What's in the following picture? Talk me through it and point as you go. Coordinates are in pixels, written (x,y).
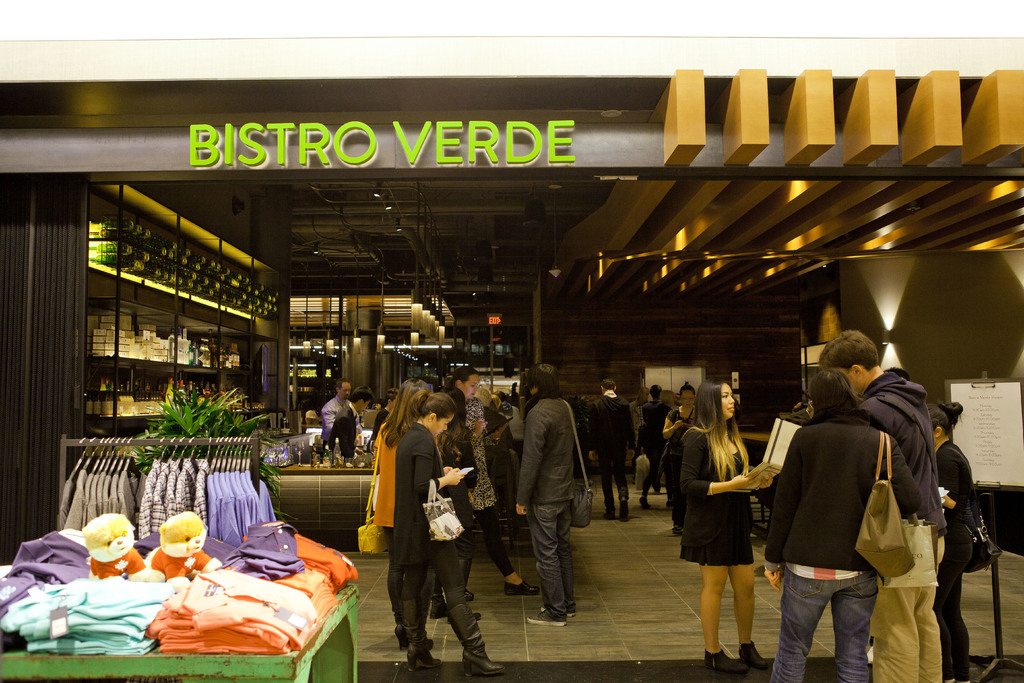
In this image we can see there is a mall (621,352) and there are a few people (621,482) standing with their bags (900,524). On the left side of the image (185,592) there are few clothes (148,551) and toys (110,536) are placed on the table (272,682), in front of that there are few clothes (81,501) hanging on the wooden rack (75,443). On the right side of the image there is a board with some text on it. At the top of the image (301,147) there is some text (204,147) on the ceiling (525,142).
